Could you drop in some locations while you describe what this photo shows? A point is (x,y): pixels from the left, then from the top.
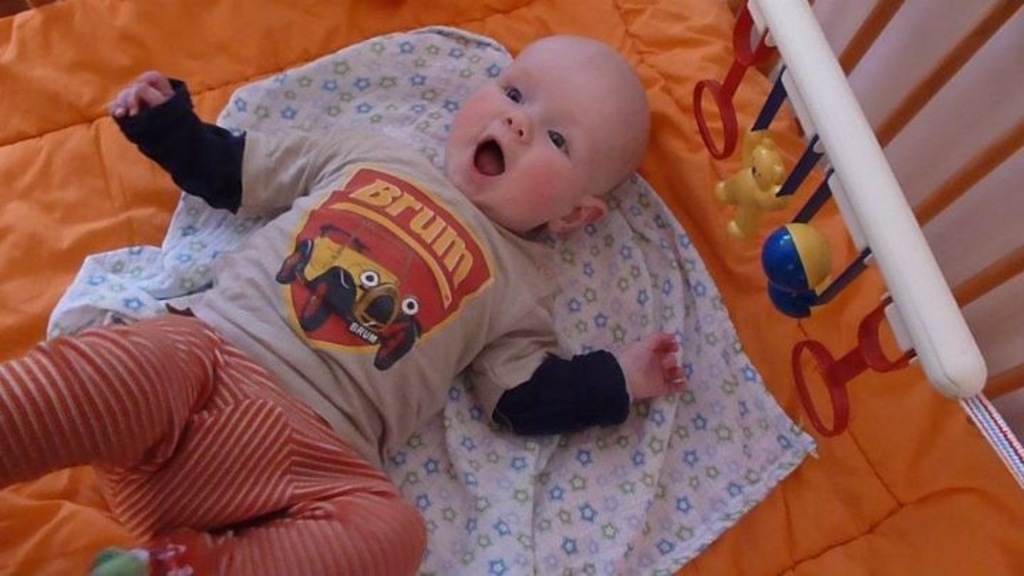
In this image, we can see a baby (502,274) lying. We can see some clothes (728,448). We can also see a white colored object (757,6) and some toys (734,129). We can see the wall (957,129) and some poles (926,85) on the right (1010,168).
